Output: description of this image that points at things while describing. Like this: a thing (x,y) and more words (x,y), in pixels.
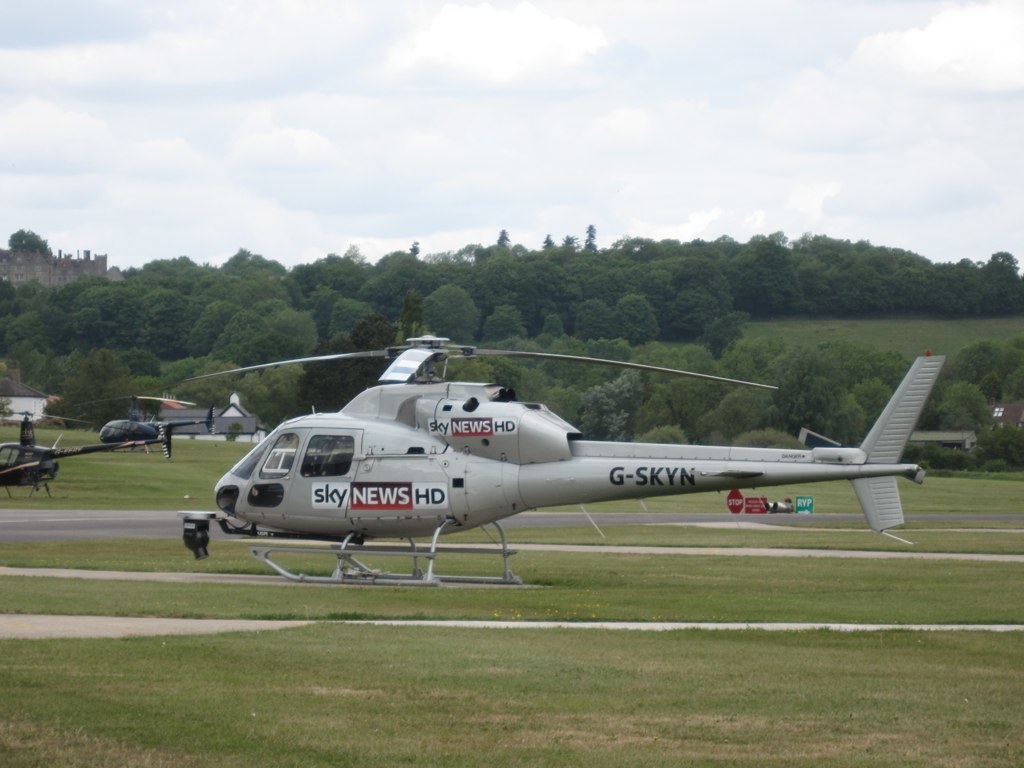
In this picture I can see three helicopters (453,464) in the middle (429,511). In the background (341,385) there are trees (623,336), at the top (588,122) there is the sky (579,131).
